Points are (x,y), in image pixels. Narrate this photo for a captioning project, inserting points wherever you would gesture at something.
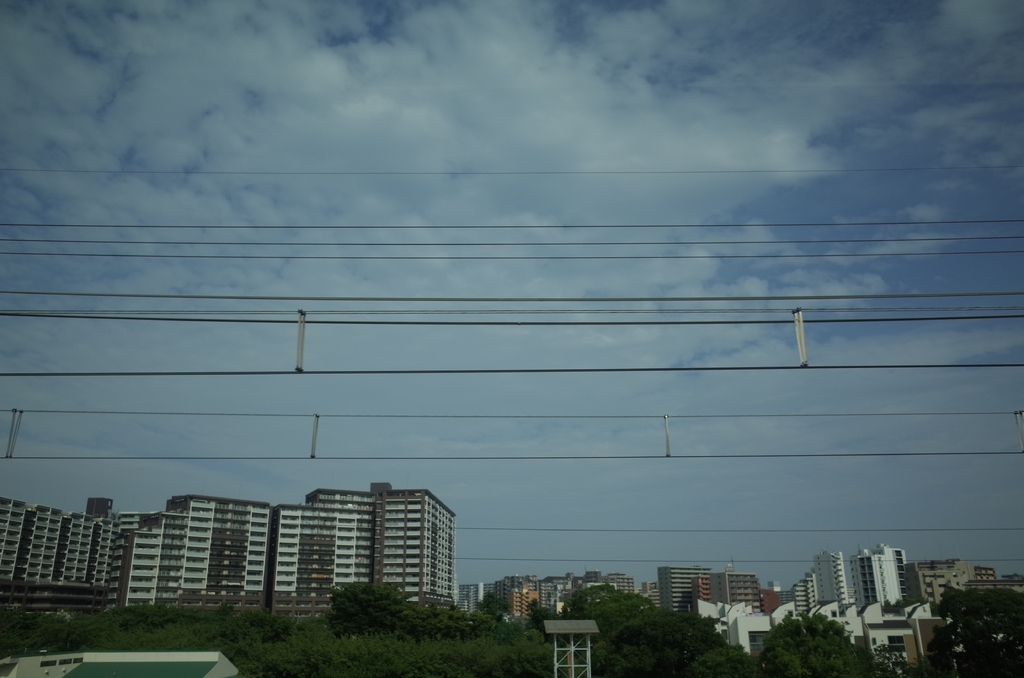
In this image I can see few trees (247,637) in green color, buildings (441,564) in white and brown color and I can also see few current wires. In the background (360,116) the sky (360,116) is in blue and white color.
